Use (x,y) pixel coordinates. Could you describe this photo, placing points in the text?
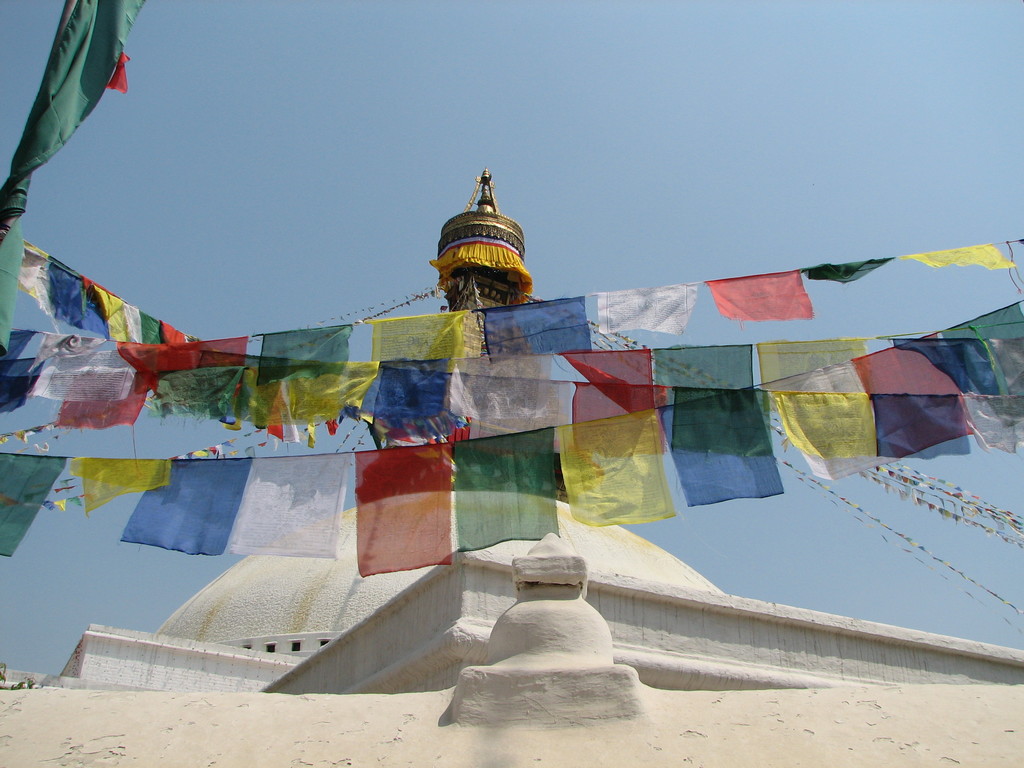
In this image we can see a white color tomb (393,664) and so many colorful flags (386,371) are attached to it.
